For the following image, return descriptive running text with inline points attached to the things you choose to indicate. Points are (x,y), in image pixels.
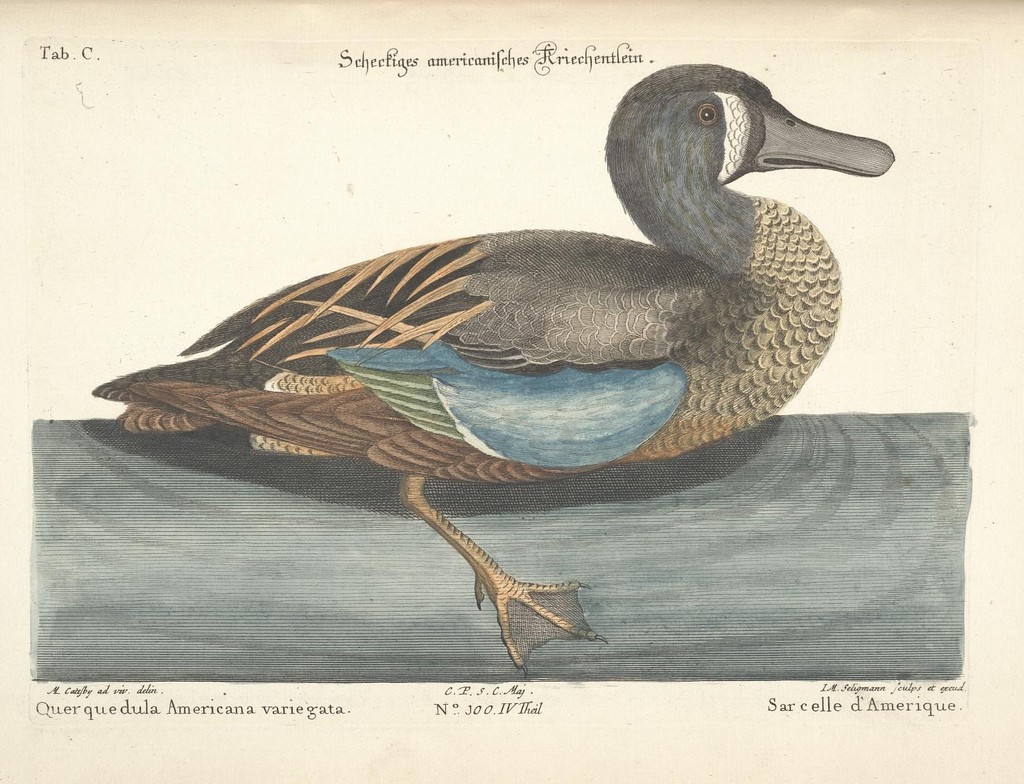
In this there is a painting (726,681) in that there is a duck (751,213), at the top (365,67) there is text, at the bottom (828,699) there is text (945,710).
